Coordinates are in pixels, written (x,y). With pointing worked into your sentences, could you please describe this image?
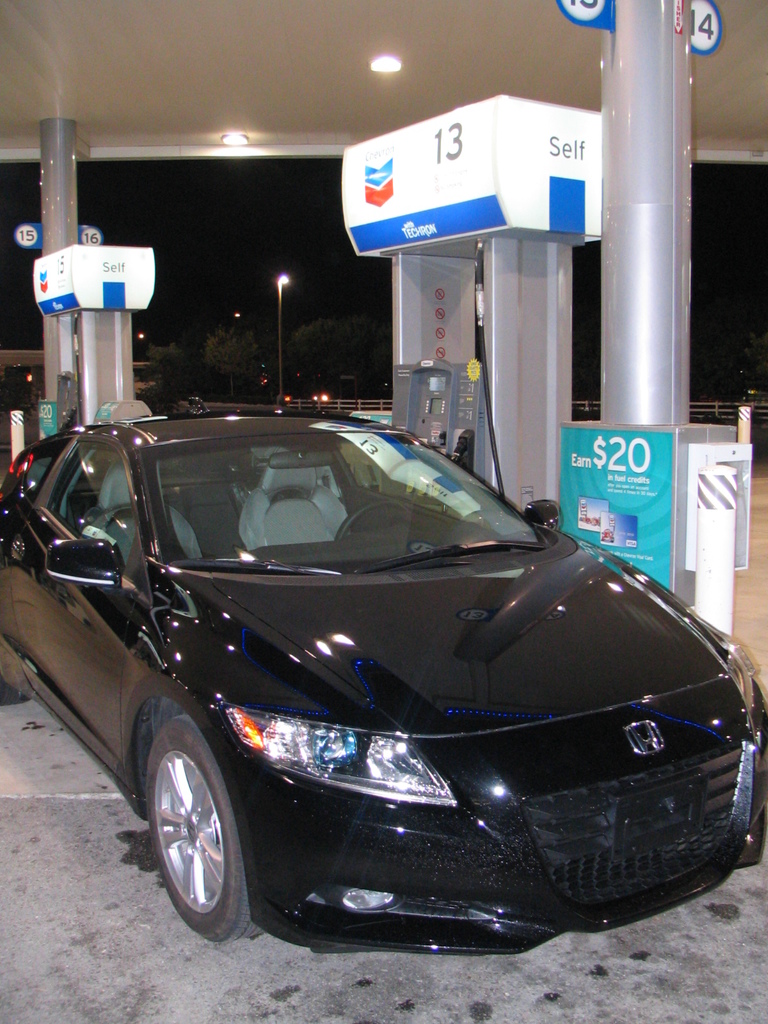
In this picture we can see a car (246,799) on the ground (464,966), posters (645,464), machines (418,277), poles (68,232), number boards (90,225), trees (318,341), fence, roof (366,74), lights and some objects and in the background (253,267) it is dark.
